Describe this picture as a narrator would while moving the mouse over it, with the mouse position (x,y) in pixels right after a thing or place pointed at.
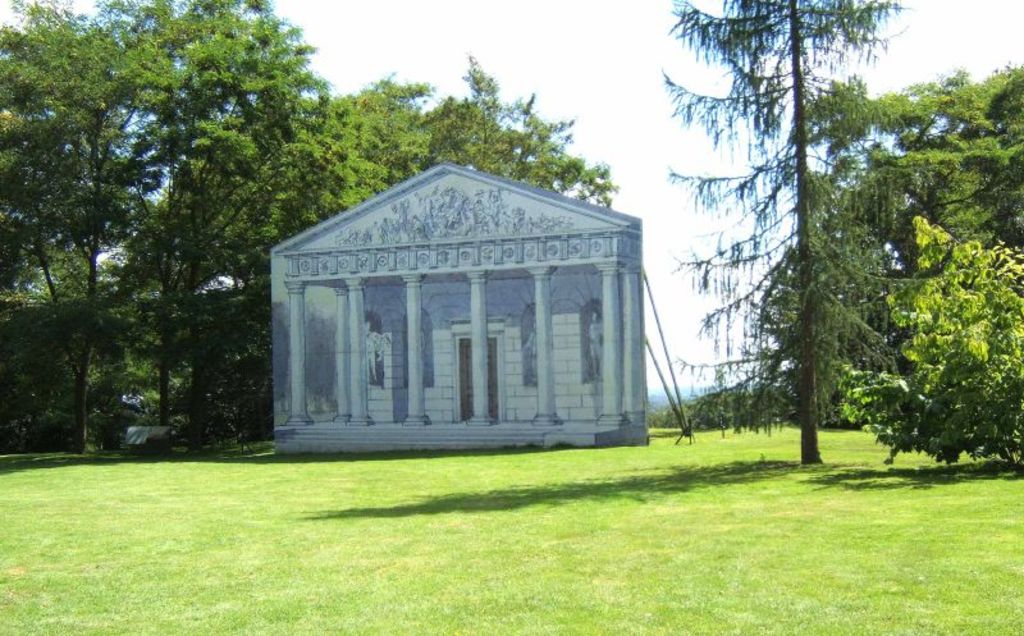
At the bottom of the picture (387,526), we see the grass (588,540). On the right side (837,246), we see the trees (937,325). In the middle of the picture (516,268), we see a building (342,326) in white color. There are trees (178,232) in the background (118,215). At the top (659,148), we see the sky (494,58).
